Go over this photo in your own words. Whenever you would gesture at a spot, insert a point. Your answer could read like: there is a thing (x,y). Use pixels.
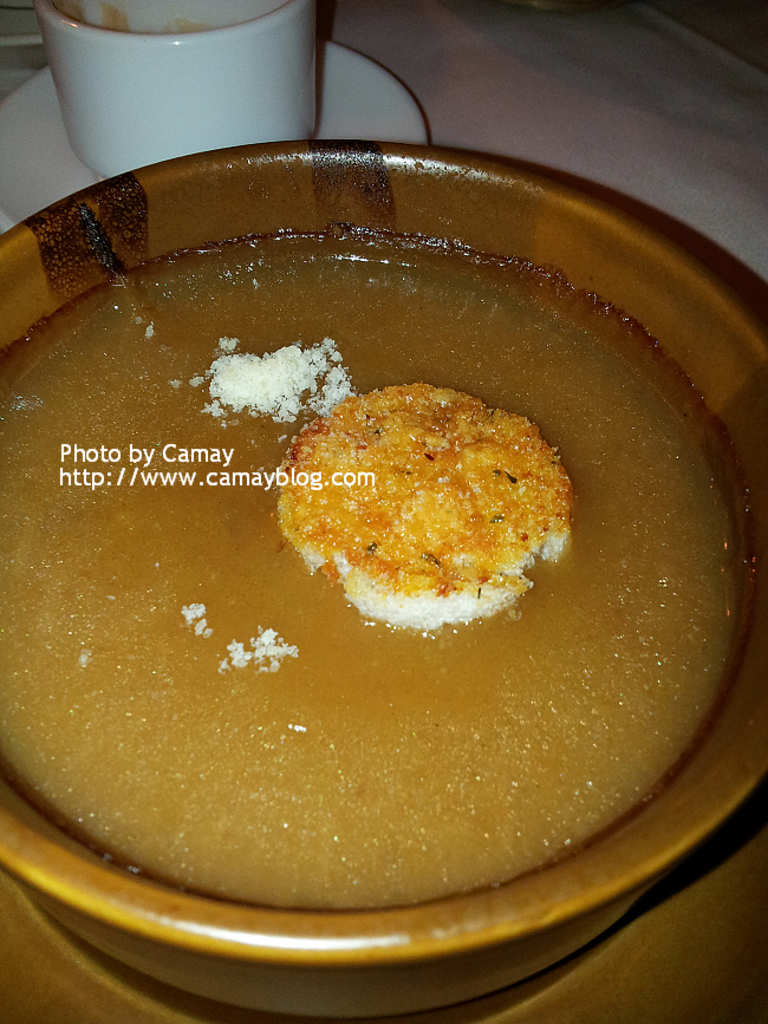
In this image, we can see a table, on the table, we can see a bowl (511,236) with some food item (583,370). In the background (138,88), we can see a cup (297,80) and a plate (423,125).
